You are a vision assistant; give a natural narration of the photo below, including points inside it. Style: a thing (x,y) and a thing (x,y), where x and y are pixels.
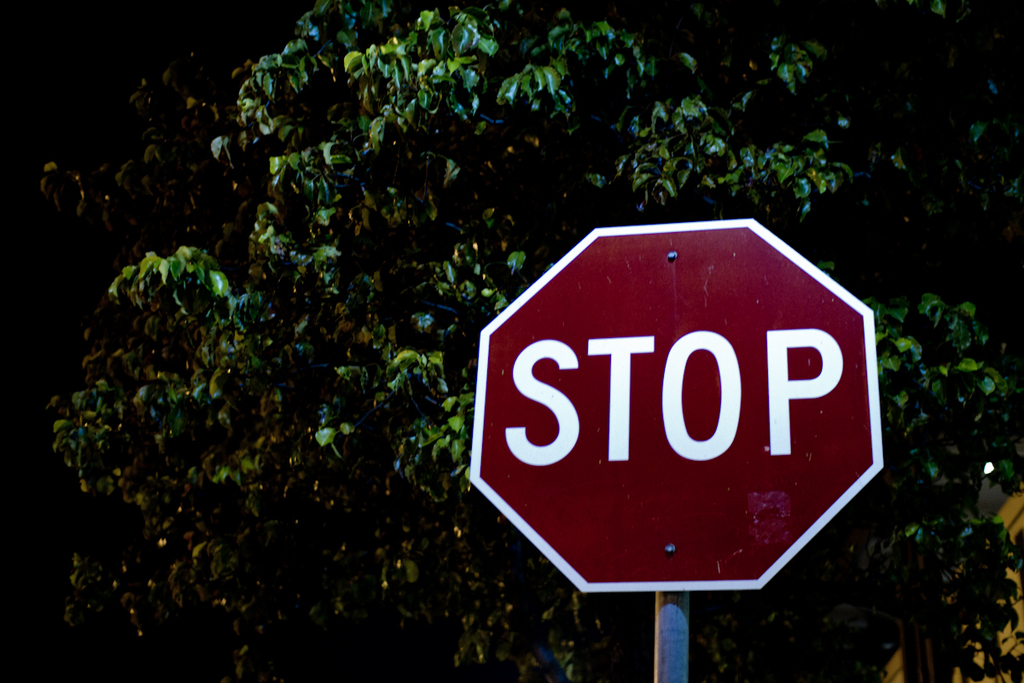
In this image we can see a sign board (641,426) with some text (778,439) on it and there are some trees (368,167) in the background (248,184).
